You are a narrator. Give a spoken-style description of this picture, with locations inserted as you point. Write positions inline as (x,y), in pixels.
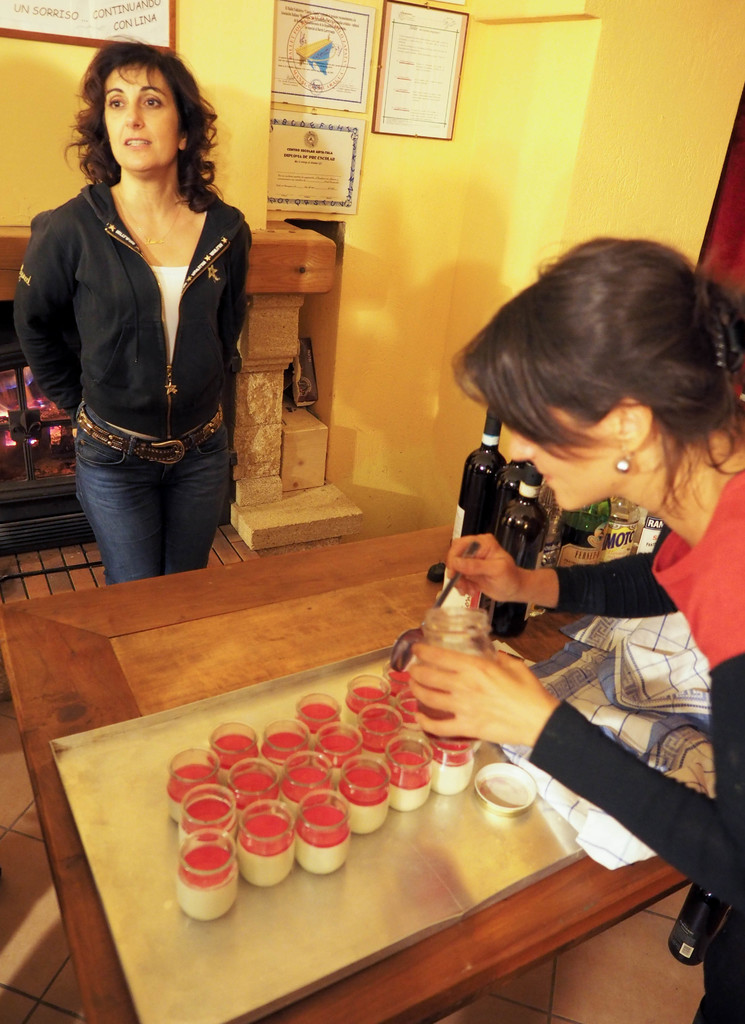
This is a picture taken in a room (484,117), there two women (603,464) in the room (39,577) one is standing on the floor (38,586) and the other women (685,520) in red t shirt (703,579) doing something in front of the red t shirt women (592,607) there is a table (408,957) on the table (339,913) there are the glass bottles (249,825). Background of this people (465,365) is a yellow wall (472,204) on the wall (471,205) there is a certificates (330,88).
